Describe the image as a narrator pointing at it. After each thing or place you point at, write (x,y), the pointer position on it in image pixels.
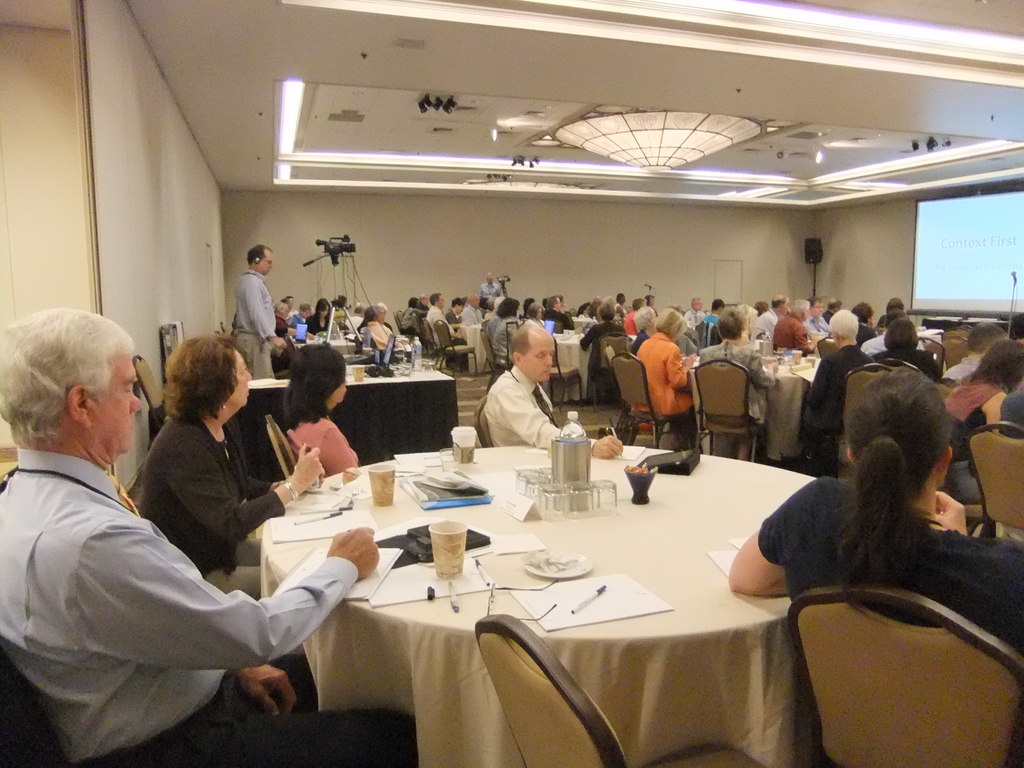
In this image i can see a group of people (675,390) who are sitting in front of a table (574,539) on a chair (698,378). I can also see there is a projector screen (937,265).
